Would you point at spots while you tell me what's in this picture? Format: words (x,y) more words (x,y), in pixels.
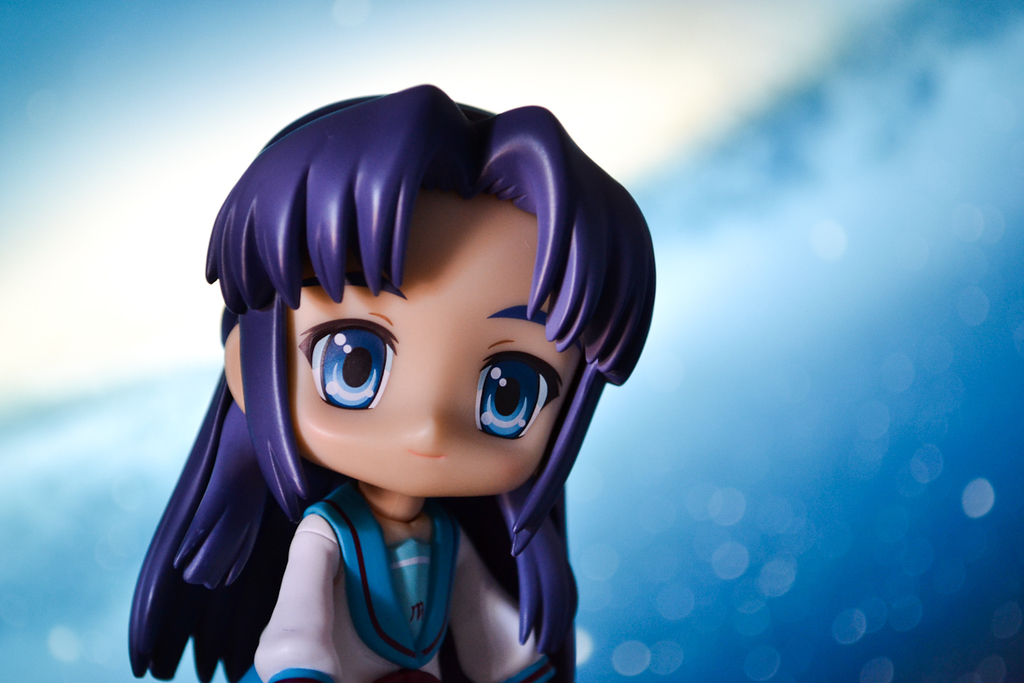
Here we can see a toy (422,337). Background (70,88) it is white and blue.
